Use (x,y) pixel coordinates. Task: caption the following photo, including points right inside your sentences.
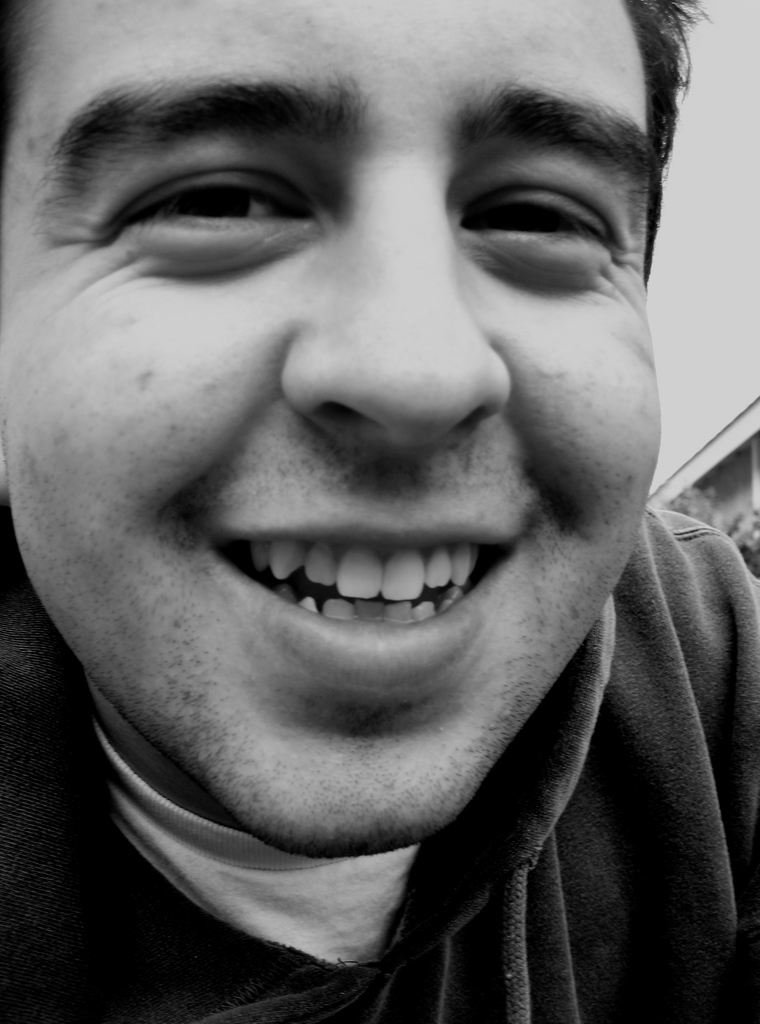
This is a black and white picture. Here we can see a man (498,495) and he is smiling.
